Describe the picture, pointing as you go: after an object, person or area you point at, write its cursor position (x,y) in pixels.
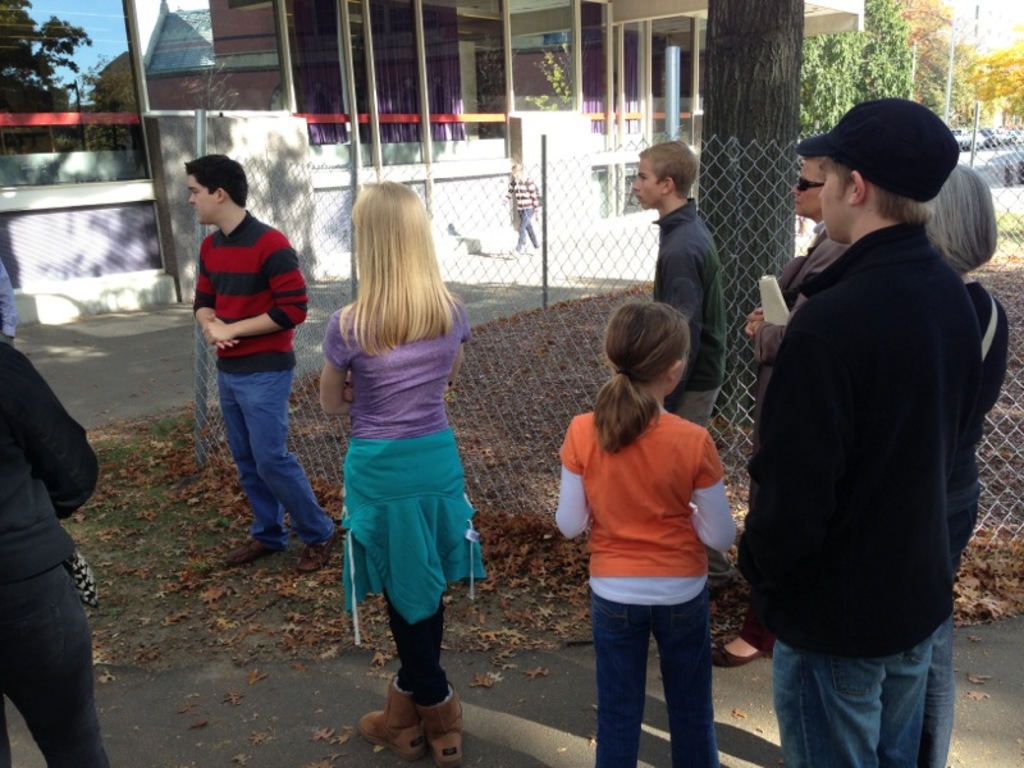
At the front of the image (636,380) there are few people (396,391) are standing on the road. Behind them there is a fencing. Behind the fencing (533,398) on the ground (212,485) there are dry leaves (550,359) and also there is a tree trunk (721,46). In the background (319,35) there are few stores (185,92) with glass windows (396,120) and walls (855,27). And at the top right of the image (909,39) there are trees (1003,106).
